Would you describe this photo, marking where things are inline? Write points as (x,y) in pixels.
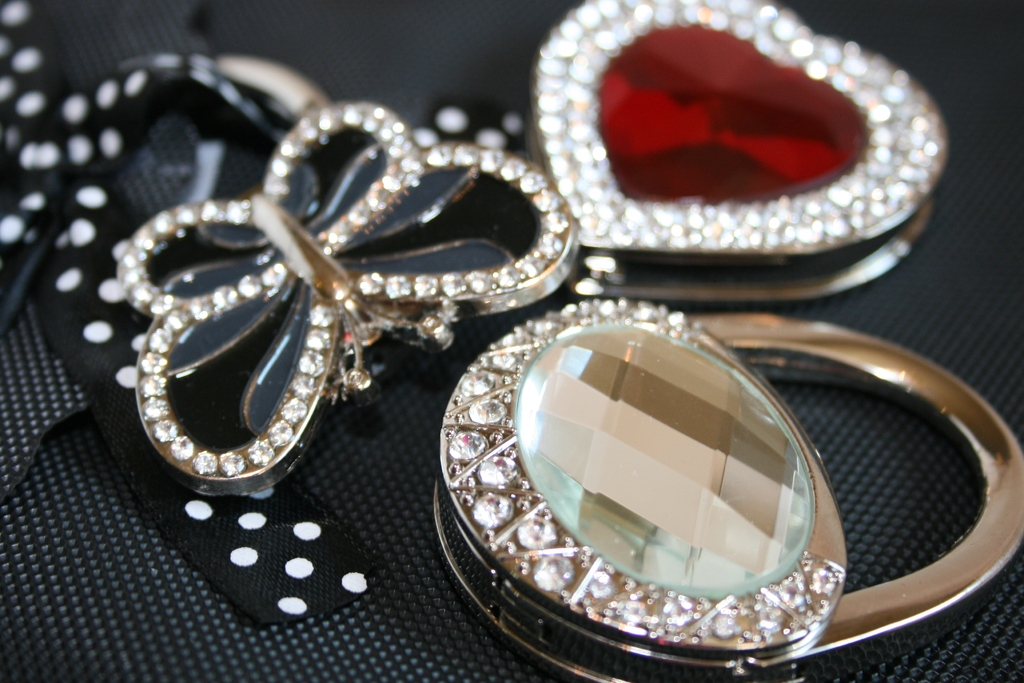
In this picture we can see three pendants (840,234) on a platform (368,632).
